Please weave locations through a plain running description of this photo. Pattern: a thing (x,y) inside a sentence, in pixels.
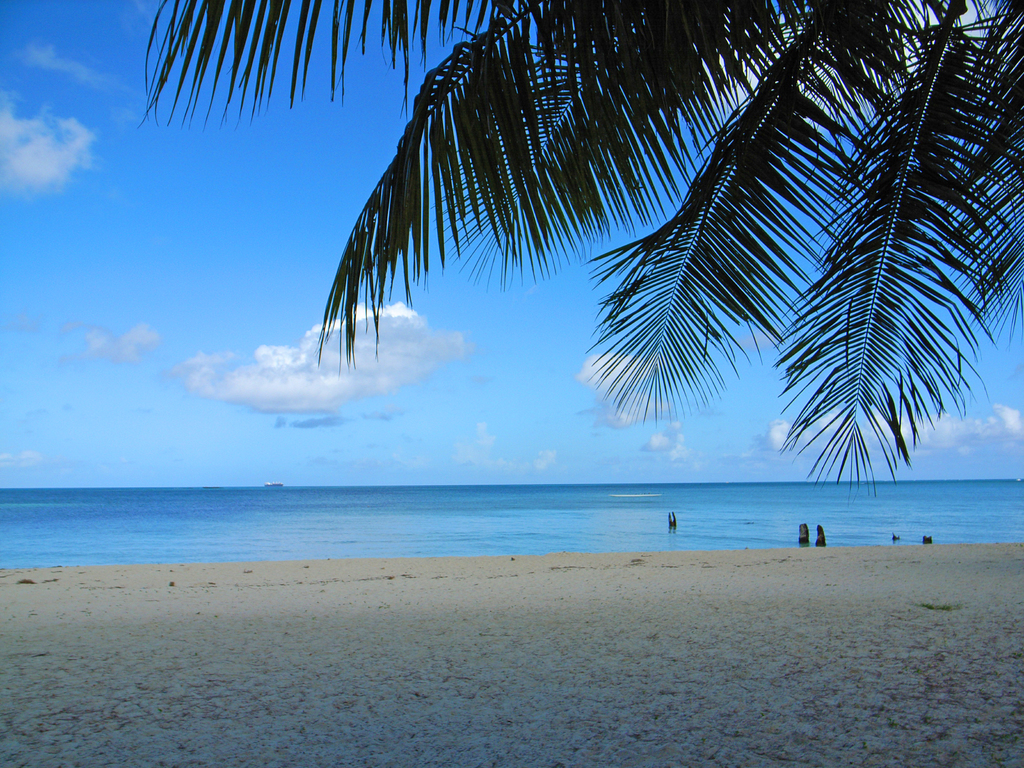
In this image I can see the ocean (171,528) and the sky (593,256) and I can see leaves (607,68) of trees (573,175) at the top (915,88).
